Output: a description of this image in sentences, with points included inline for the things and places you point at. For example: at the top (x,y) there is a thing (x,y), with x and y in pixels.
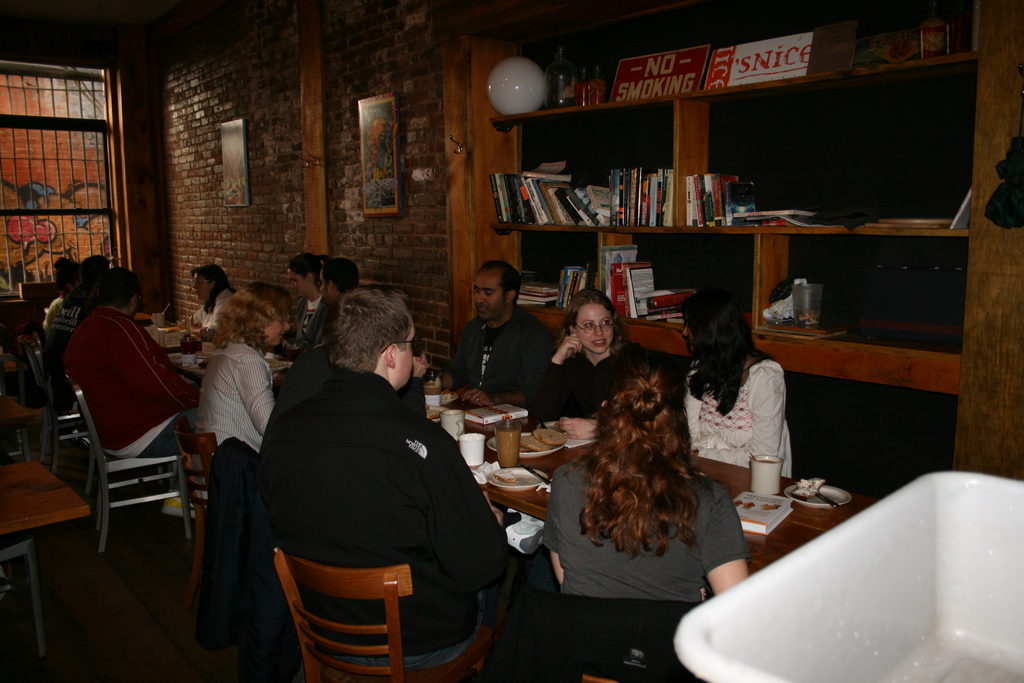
In this picture we can see a group of people (274,404) sitting on chairs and in front of them there is table (805,509) and on table (796,520) we can see book (758,524), plate (833,496), jar (502,462), cup (776,490), some food (530,444) and at back of them racks (581,248) with books (587,193) in it and in background (204,97) we can see wall (263,172) with frames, window (60,122).
